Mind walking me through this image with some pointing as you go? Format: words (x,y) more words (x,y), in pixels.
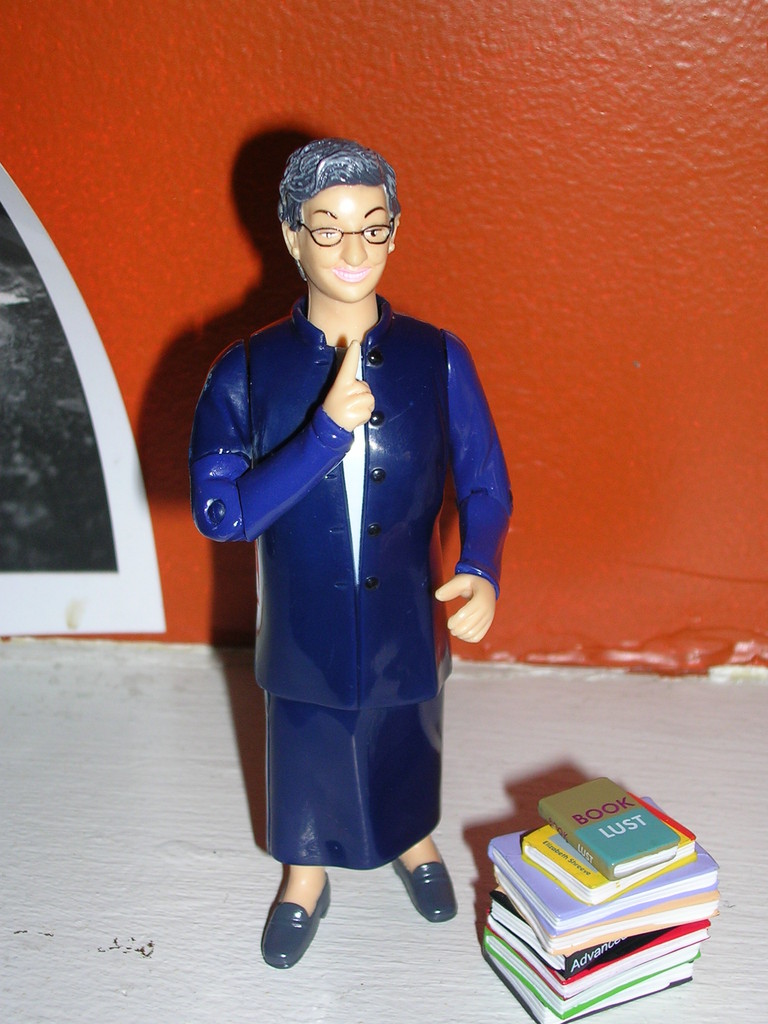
In this image, we can see a toy (412,527) in front of the wall (585,22). There are books (597,851) in the bottom right of the image (612,874).
